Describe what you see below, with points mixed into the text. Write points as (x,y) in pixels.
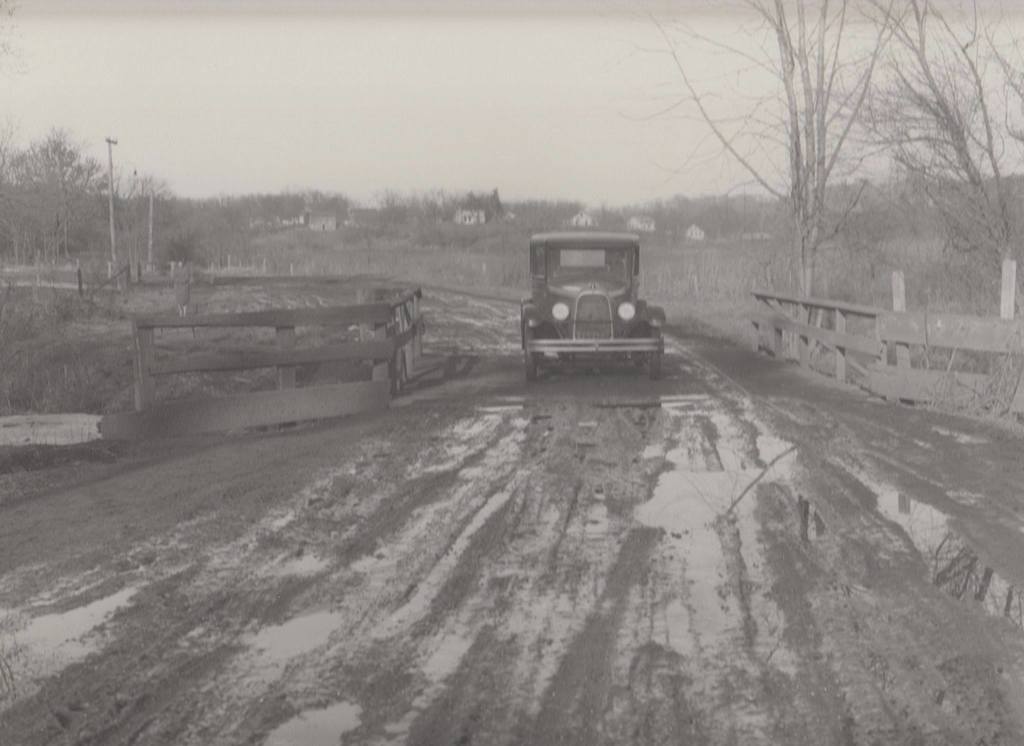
This is a black and white picture. In the foreground of the picture (653,408) there is a mud road (537,408). In the center of the picture (557,312) there is a car (597,324) on the bridge (287,387). On the right (802,214) there are trees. In the background (314,232) there are trees (352,215), houses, bridge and other objects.
